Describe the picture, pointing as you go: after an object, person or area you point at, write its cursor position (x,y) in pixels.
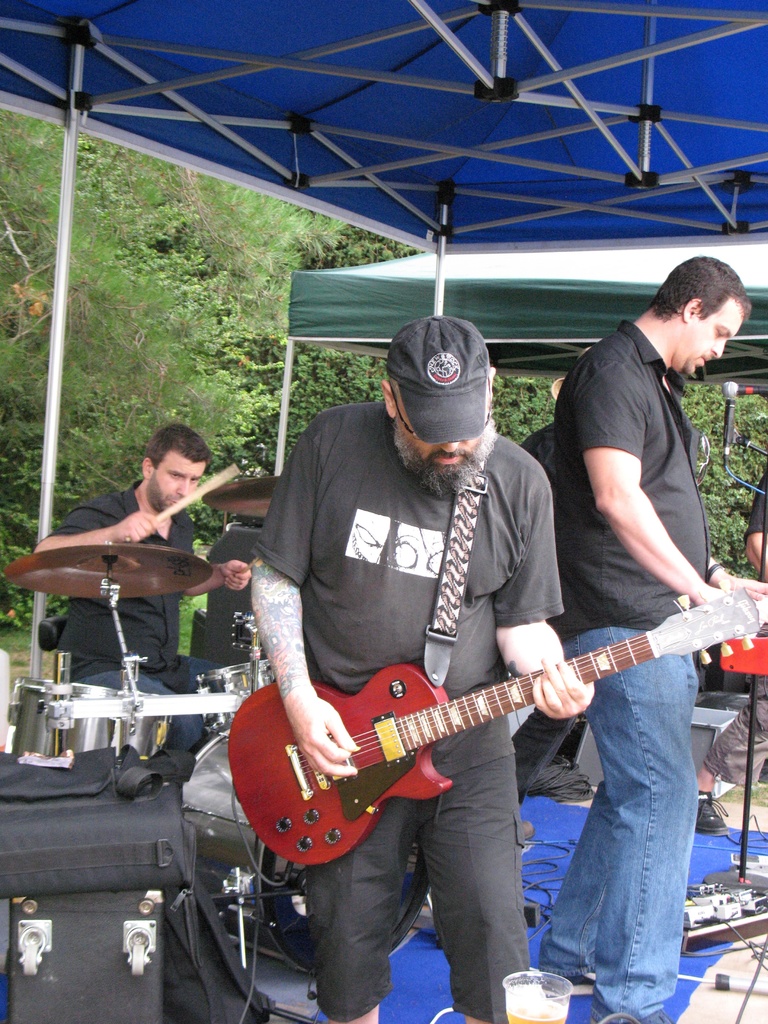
On the background (138,291) we can see trees (155,298) and under the tents (617,170) we can see few persons (383,475) standing and playing guitar (721,629) in front of a mike (734,396). We can see a man (149,690) here sitting and playing drums (190,562). this is a glass (567,988) with drink (555,1018) in it.
